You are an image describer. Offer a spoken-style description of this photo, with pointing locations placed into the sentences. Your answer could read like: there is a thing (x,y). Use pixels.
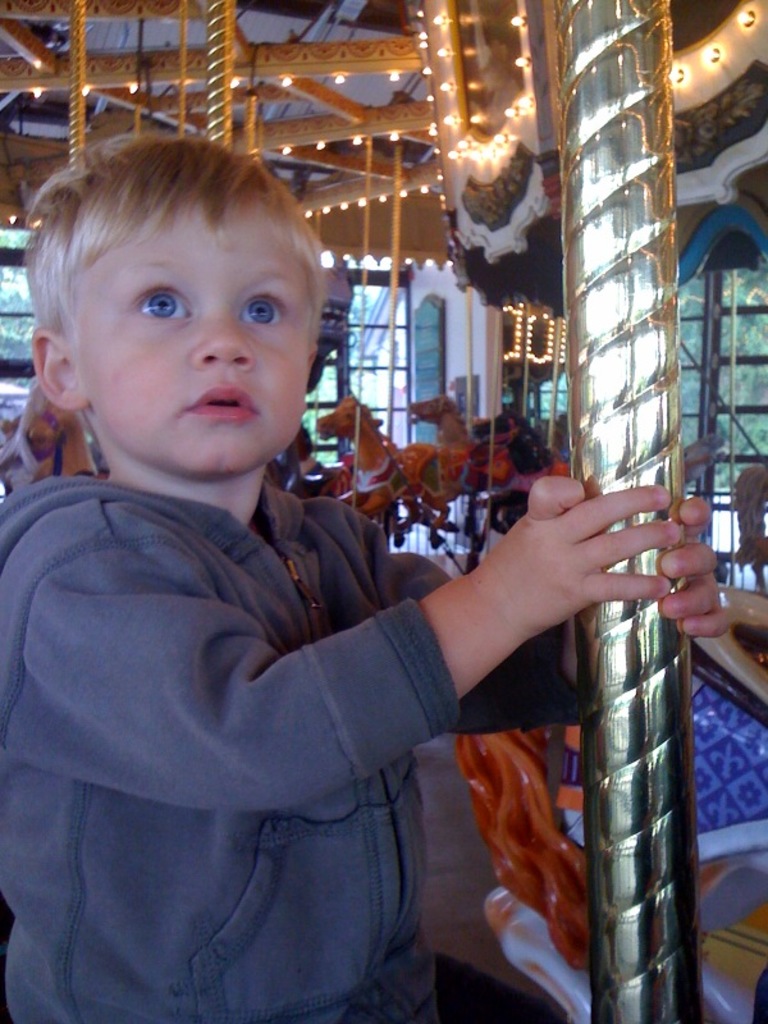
In this image, on the left side (162,701), we can see a boy (495,597) standing and holding a rod (582,205) in his hand (665,497). In the background (743,464), we can see some toys (545,438), glass window (386,357), glass door (380,359). At the top (404,9), we can see a roof (136,7) with few lights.
